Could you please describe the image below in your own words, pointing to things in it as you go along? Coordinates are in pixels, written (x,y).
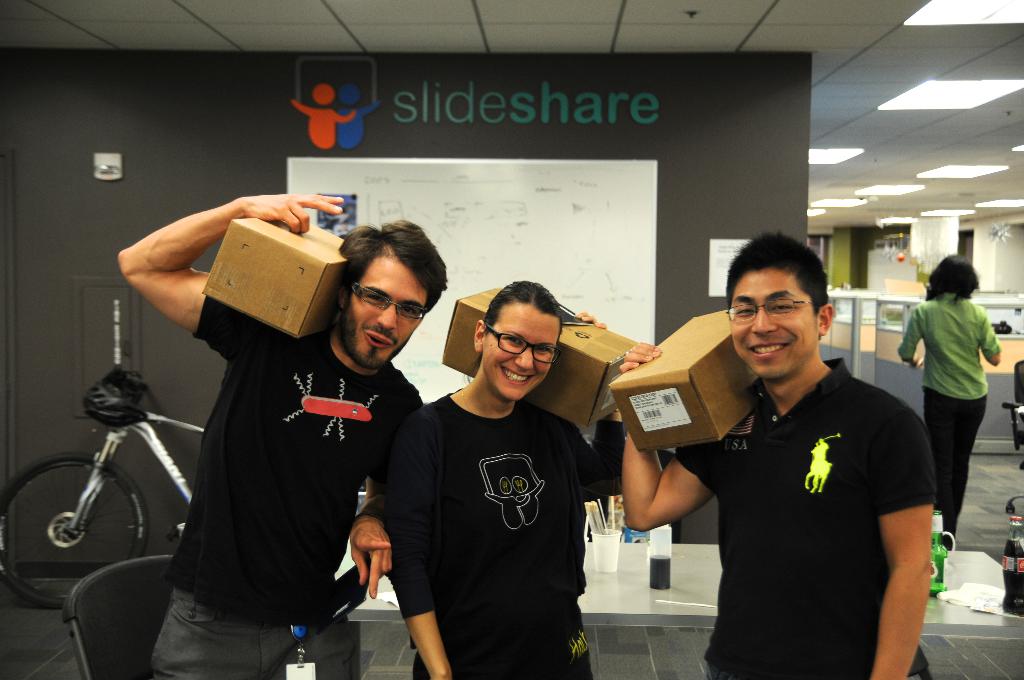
In this picture we can see three persons (323,492) holding cardboard boxes (288,304). Behind the three persons (305,410) there is a bicycle (156,436) and a table (588,565) and on the table (623,563), there are bottles (653,547), a cup (603,556) and some objects (616,523). There is a whiteboard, a name board (318,135) attached to the wall (290,130). On the right side of the image (936,370), there is another person (930,357) and some objects (901,243). In the top right corner of the image (929,173), there are ceiling lights (850,149).
